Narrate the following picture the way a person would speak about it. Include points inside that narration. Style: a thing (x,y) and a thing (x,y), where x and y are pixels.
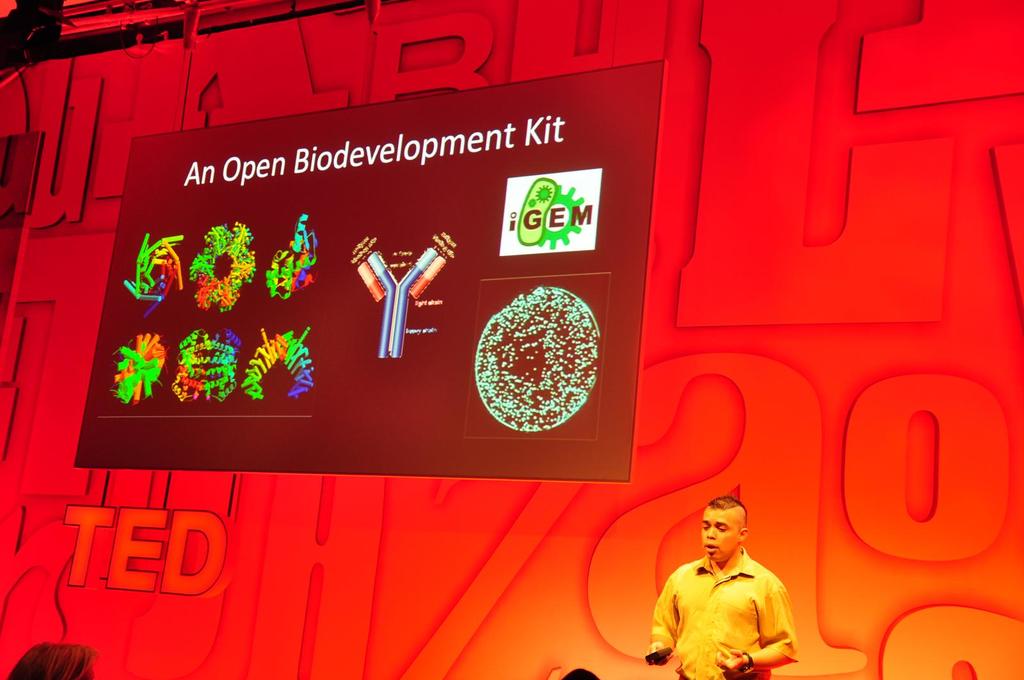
In the image there is a person (735,591) standing on the right side (728,608) and behind there is a wall (302,112) with banner (585,91) on it, there are images (277,288) and text (537,125) on the wall (132,130).
